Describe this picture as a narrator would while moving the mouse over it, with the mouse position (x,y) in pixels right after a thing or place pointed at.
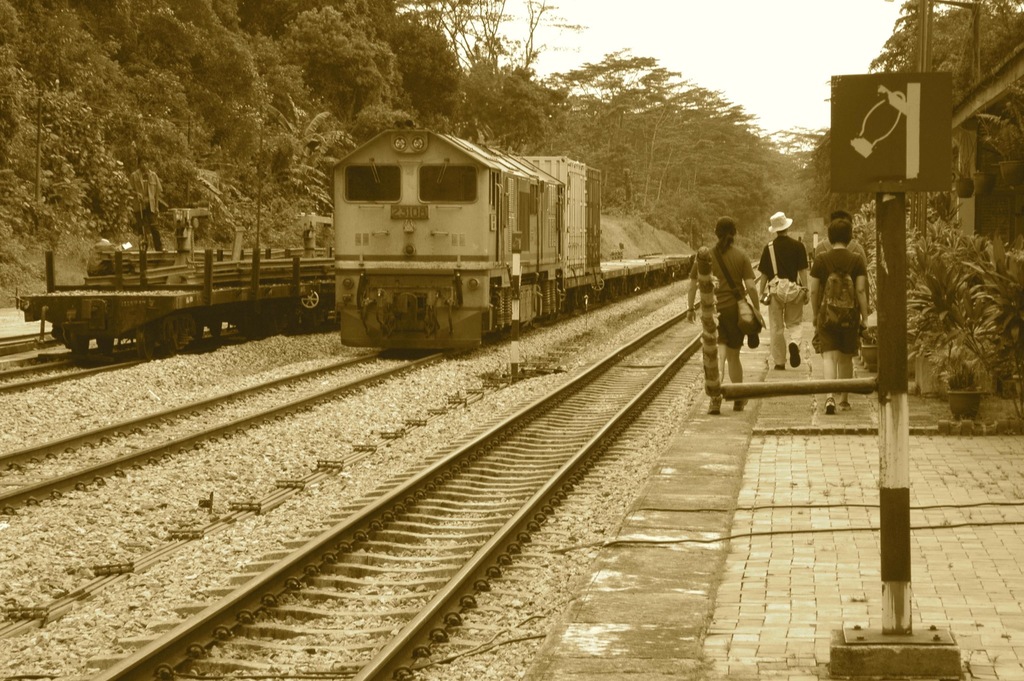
In this image I can see two trains (453,247) on the tracks (429,352) and an empty track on the ground (152,363). To the right side of the image (724,539) I can see the platform (772,520), a pole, a board (900,133) to the pole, few persons (830,278) standing on the platform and few trees (912,302). In the background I can see few trees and the sky (721,44).
